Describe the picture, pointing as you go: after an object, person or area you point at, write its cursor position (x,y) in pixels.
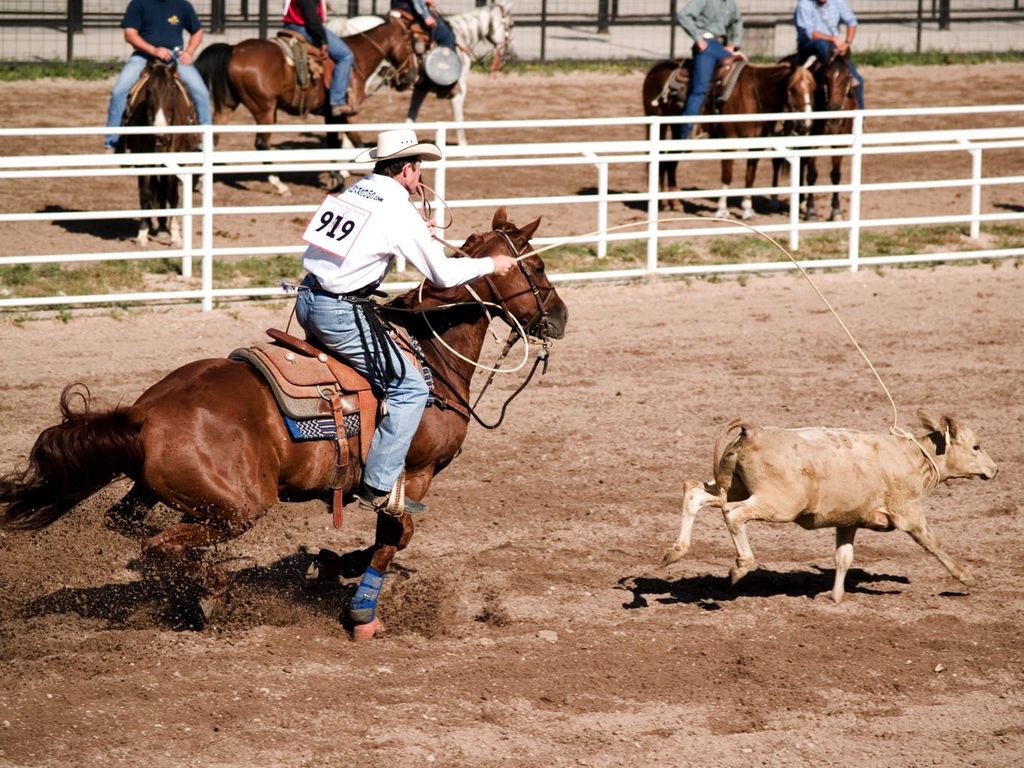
In this picture we can see a man (325,283) is riding a horse (243,393) and holding a rope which is tied to an animal (828,475). Behind the horse (247,376) there are iron grilles (647,161) and some people (698,90) are sitting on horses (674,104). Behind the people (711,14) there is the grass (918,58) and it looks like a wall (935,36).
